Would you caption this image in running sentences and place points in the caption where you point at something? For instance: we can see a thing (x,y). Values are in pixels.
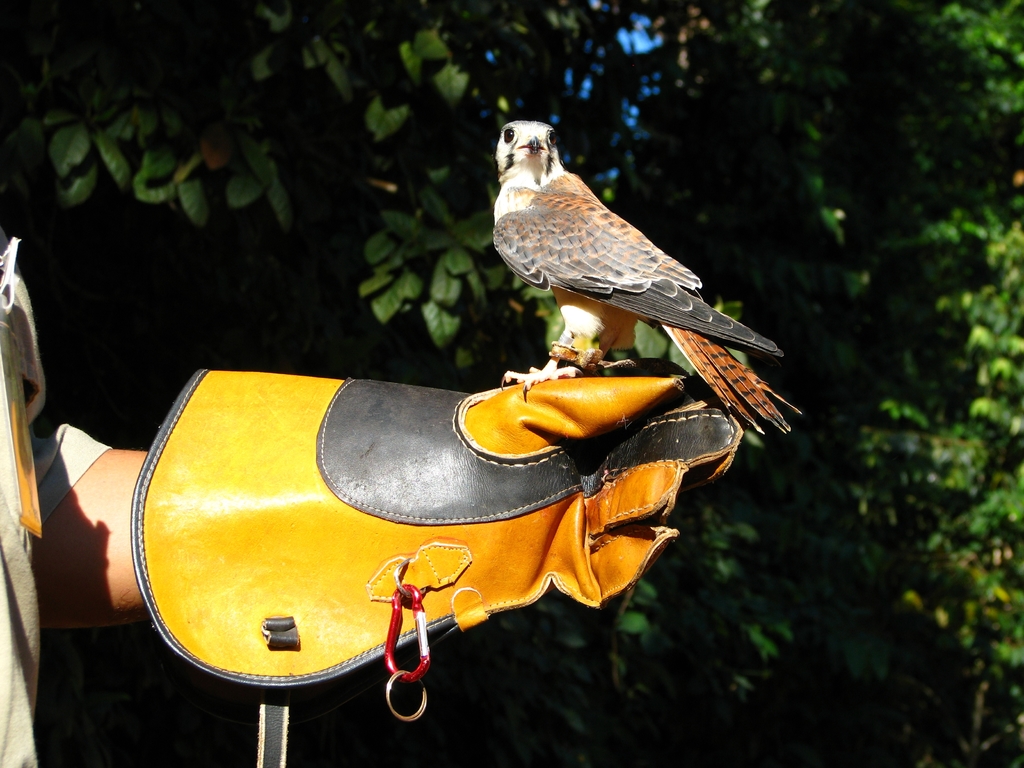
In this picture there is a hand (188,439) of a person (66,449) with glove (370,458), on a glove (543,387) there is a bird (575,279). In the background of the image (721,117) we can see trees (660,102).
